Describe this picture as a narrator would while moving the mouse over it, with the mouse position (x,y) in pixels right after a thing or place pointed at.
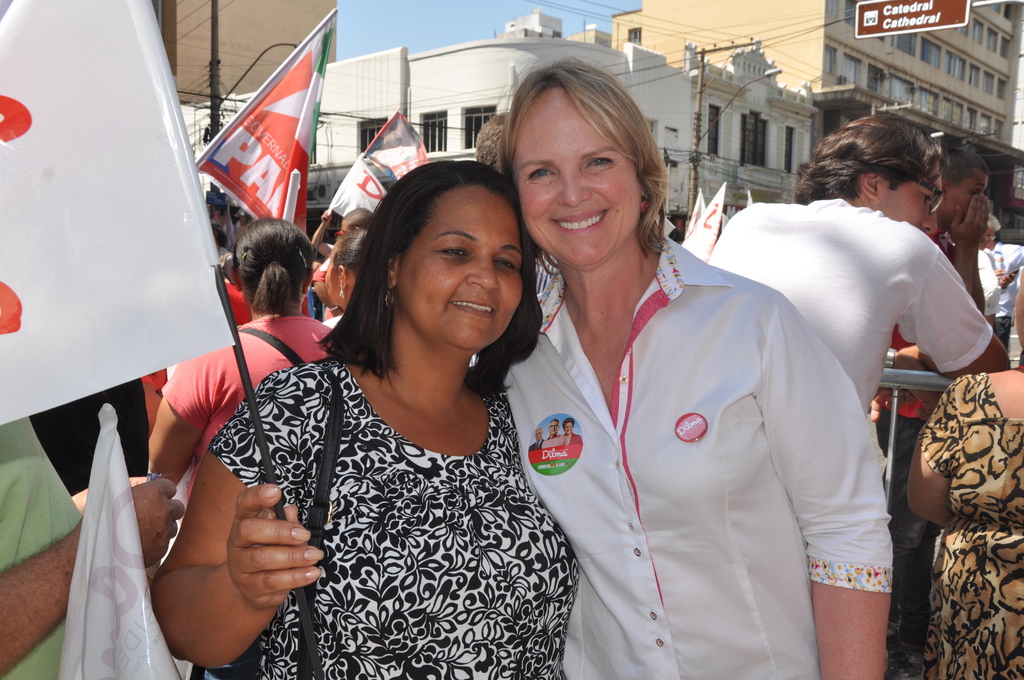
In this image there are many people (461,200) on the road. In the background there are buildings (922,106). In the foreground (340,528) a lady (337,495) wearing black and white top (296,432) is holding a flag (164,201). Beside her another lady (662,490) is standing wearing white shirt (689,453). They both are smiling.
